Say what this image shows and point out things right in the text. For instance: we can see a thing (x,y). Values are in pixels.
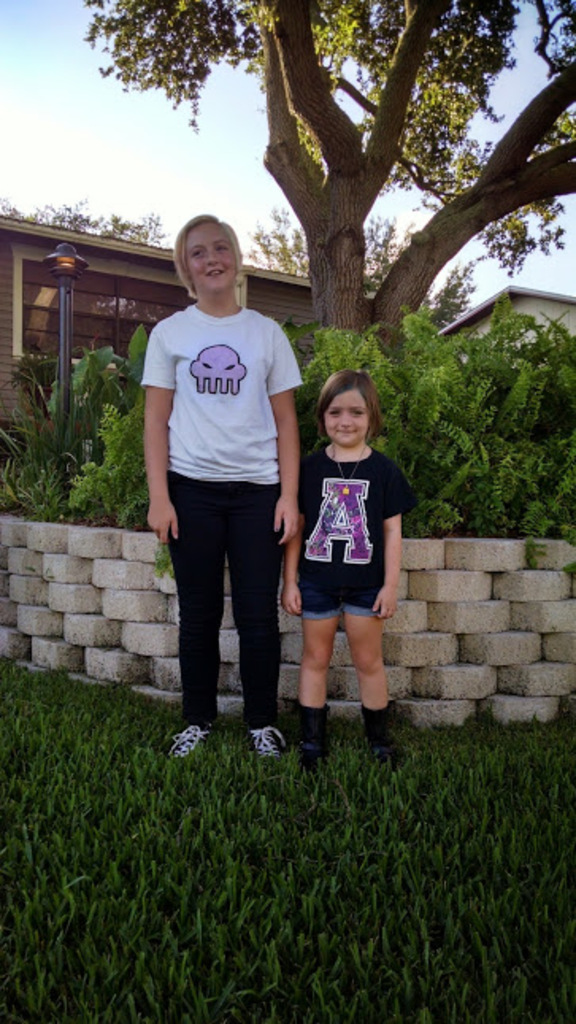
In this image I can see 2 girls (164,352) standing in front (267,560) and I see the grass (346,746). Behind them I can see the wall (158,639). In the background (39,499) I can see the plants (134,344), 2 buildings (133,326), a pole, few trees (554,116) and the sky (17,5). I can also see that both of them are wearing t-shirts (157,332) and they're smiling.
